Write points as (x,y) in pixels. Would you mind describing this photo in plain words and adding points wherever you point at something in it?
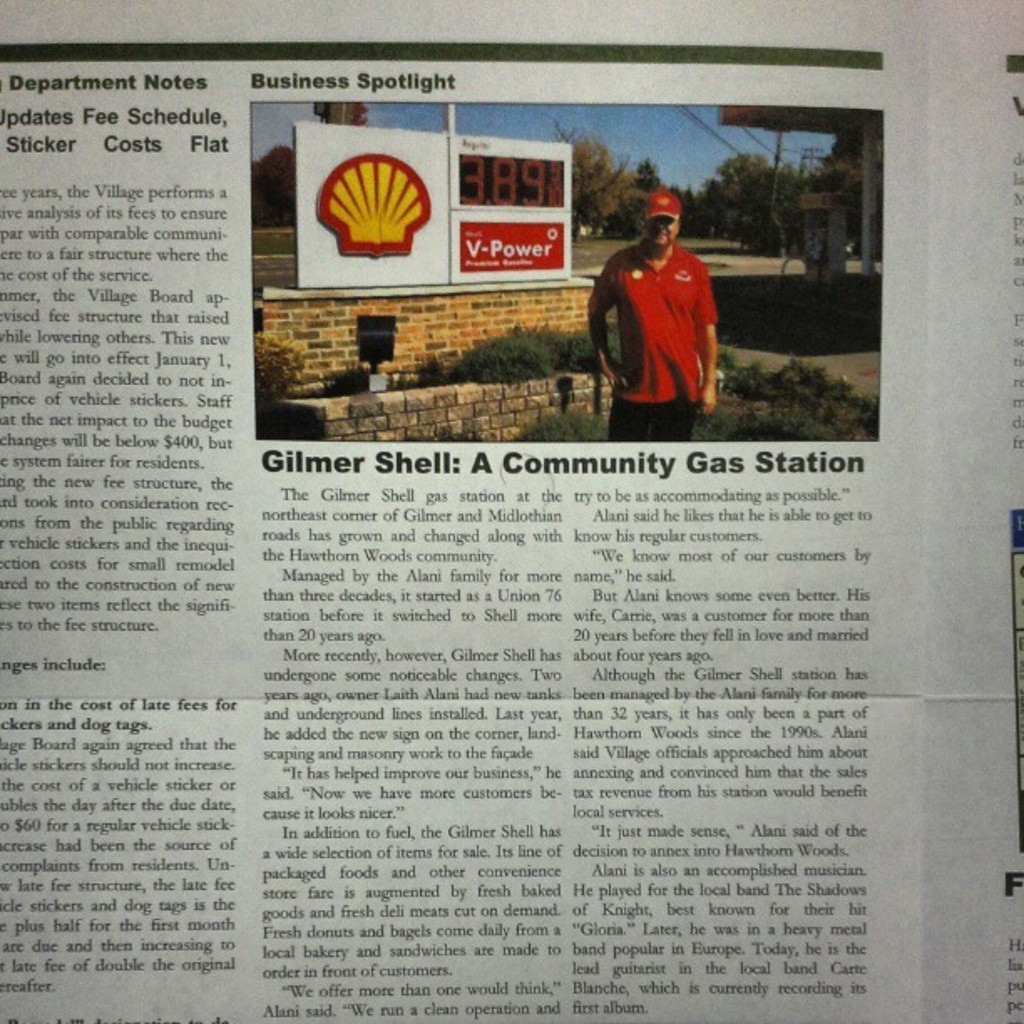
In this picture, we see a man (643,304) in the red T-shirt (667,310) and a red cap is standing. Behind him, we see the shrubs (519,367), walls (542,385) and a board (403,286) in white color with some text (516,203) written on it. There are trees (641,187) and a building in the background (723,191). At the bottom (527,862), we see some text (666,718) written on the paper (659,737). This picture might be taken from the newspaper.
